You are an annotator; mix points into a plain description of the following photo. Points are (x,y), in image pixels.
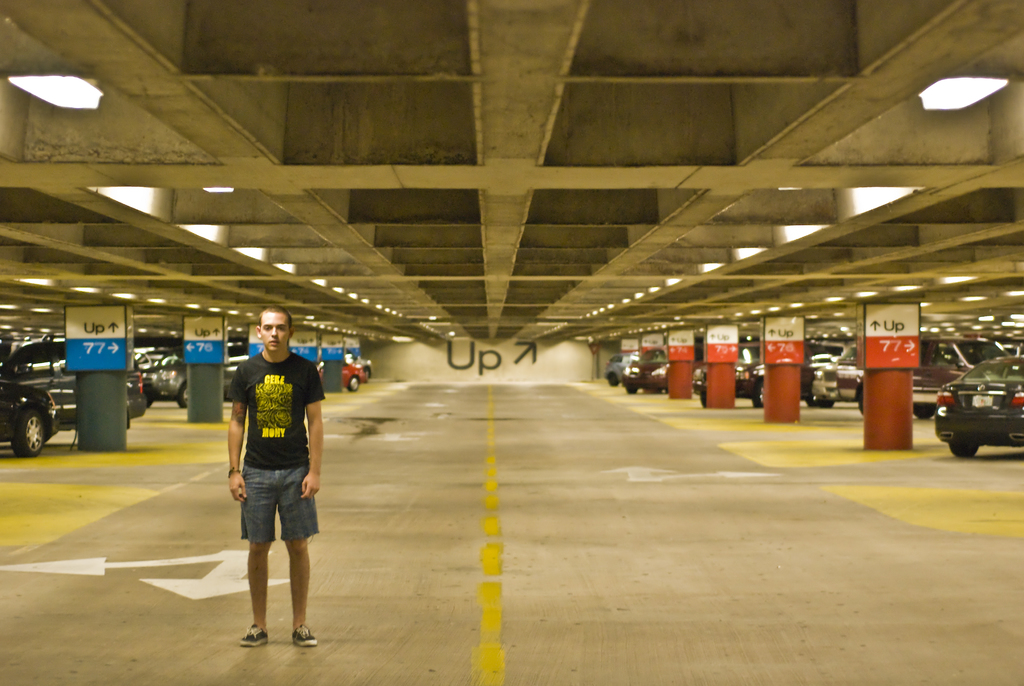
In this image we can see a person (285,500) standing. Behind the person (248,540) we can see the pillars (204,401), vehicles (648,360) and a wall (465,379). On the wall (527,372) we can see some text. At the top (479,222) we can see a roof (525,158) and lights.
